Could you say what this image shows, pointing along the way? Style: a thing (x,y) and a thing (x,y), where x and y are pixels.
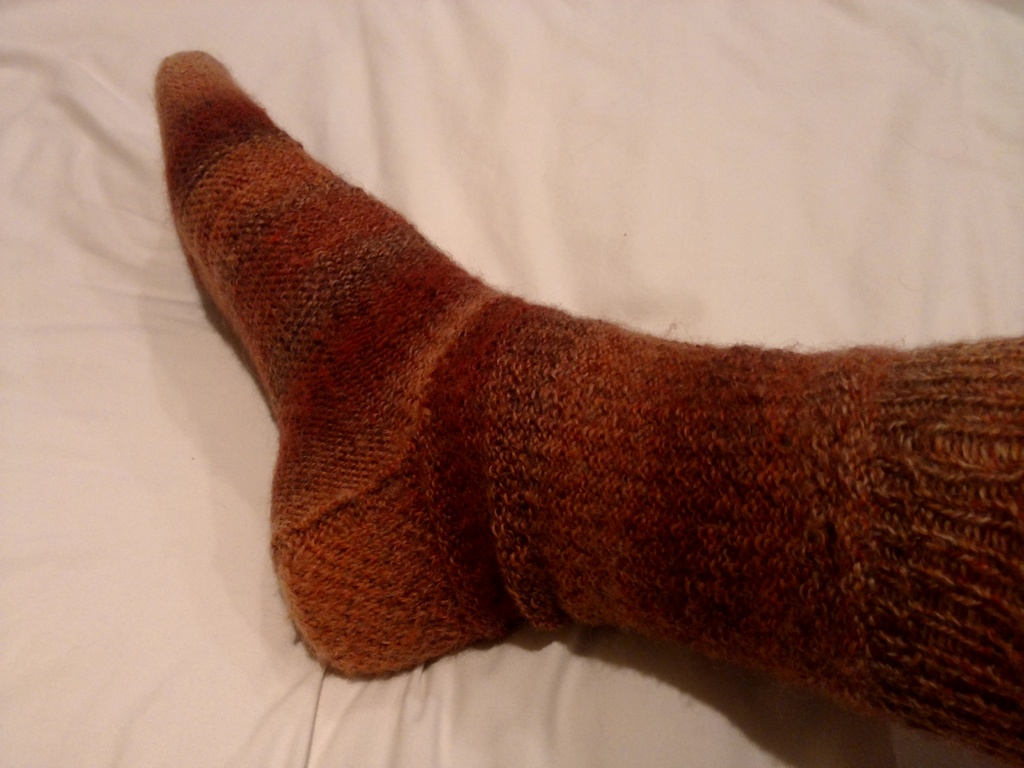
In this image there is one person's leg (401,434) is visible and the person (481,432) is wearing socks (685,454), and in the background (680,717) there is blanket (821,216).
